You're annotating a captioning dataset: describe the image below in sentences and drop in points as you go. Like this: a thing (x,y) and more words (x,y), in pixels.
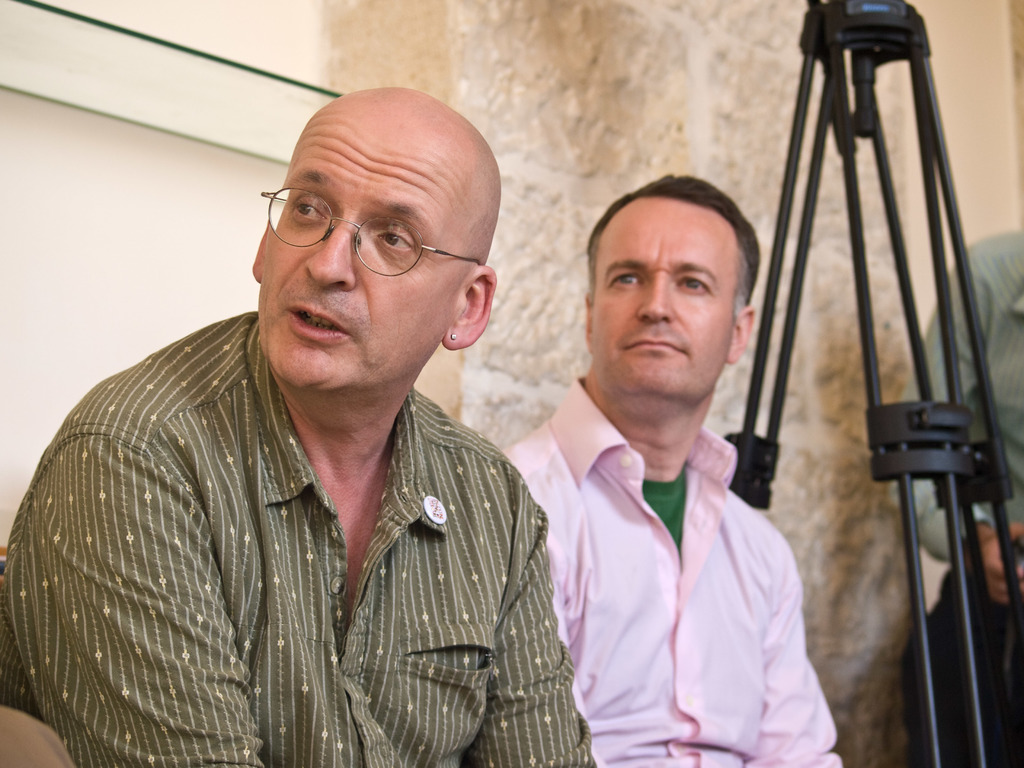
In this image there are people (410,727) sitting on chairs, in the background (45,254) there is a wall (274,14) and a stand (921,462) near the stand (959,633) there a person (991,293) standing.
